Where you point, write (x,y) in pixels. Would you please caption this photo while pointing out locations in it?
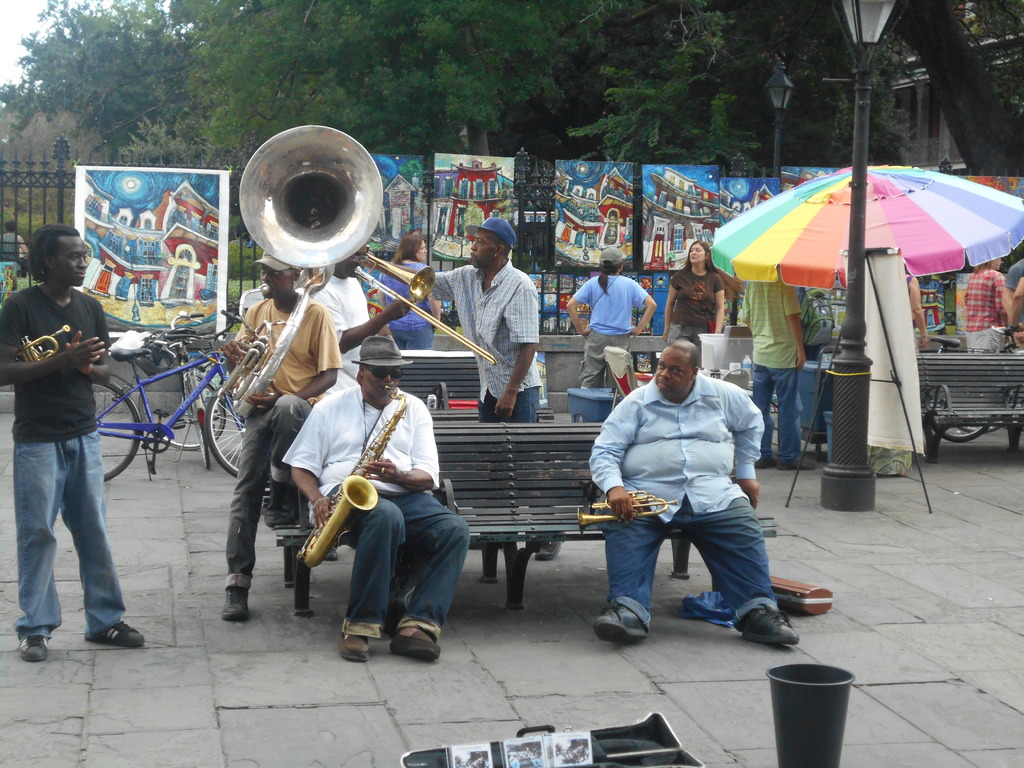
In this image I can see people (427,480) where few are sitting and rest all are standing. I can see most of them are holding musical instruments (67,330). In the background (182,354) I can see number of paintings (485,199), few bicycles (180,416), an umbrella (718,266), few benches (959,422), few poles (775,134), few street lights (850,27) and number of trees (511,61).
